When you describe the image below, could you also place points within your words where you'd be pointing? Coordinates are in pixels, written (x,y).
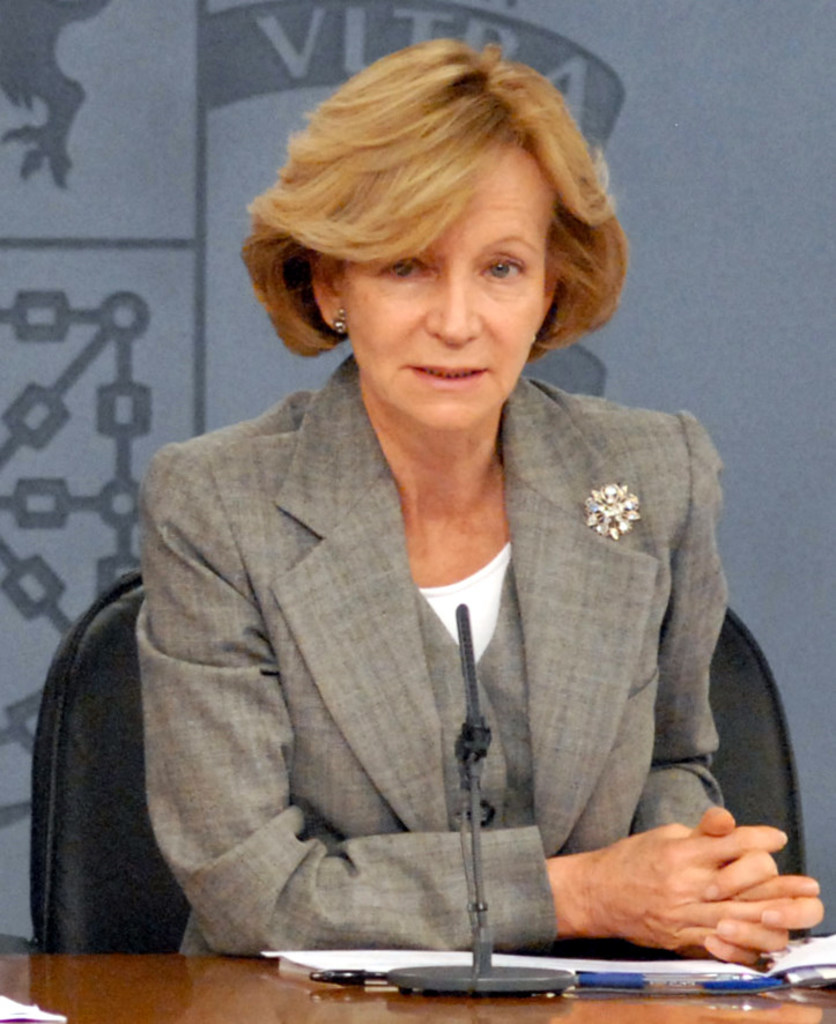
In this image I can see the person (324,583) sitting on the chair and wearing the white and grey color dress (336,669). In-front of the person (199,934) I can see the table (186,1002). On the table (356,1000) I can see the mic (418,986), pen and papers (439,957). And there is a ash and grey color background (92,513).
